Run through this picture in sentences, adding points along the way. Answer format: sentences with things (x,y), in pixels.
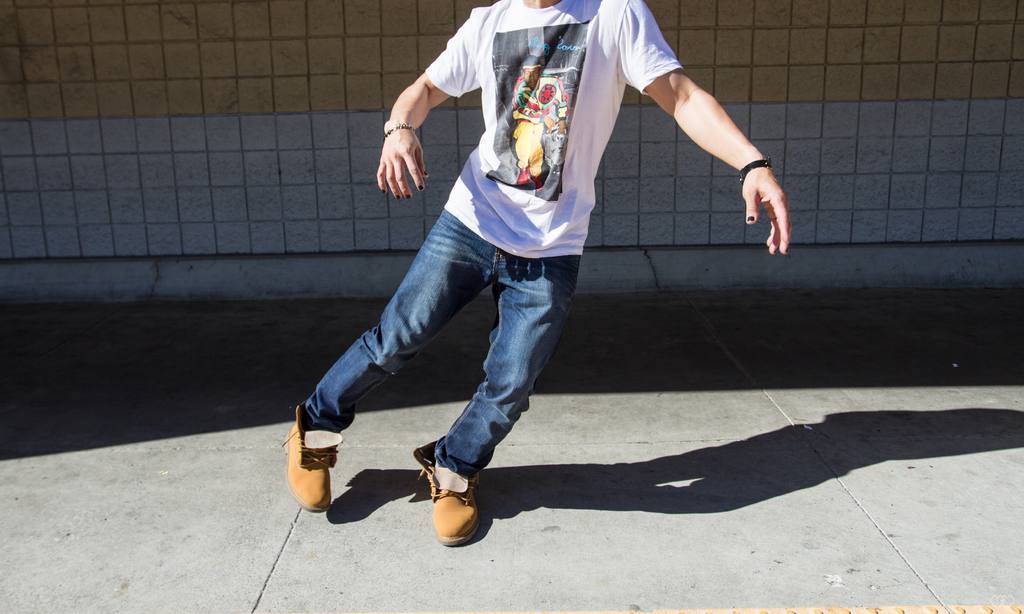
In this picture, it seems like a person (436,315) in the foreground area of the image (410,174) and a wall (256,169) in the background (363,121).
